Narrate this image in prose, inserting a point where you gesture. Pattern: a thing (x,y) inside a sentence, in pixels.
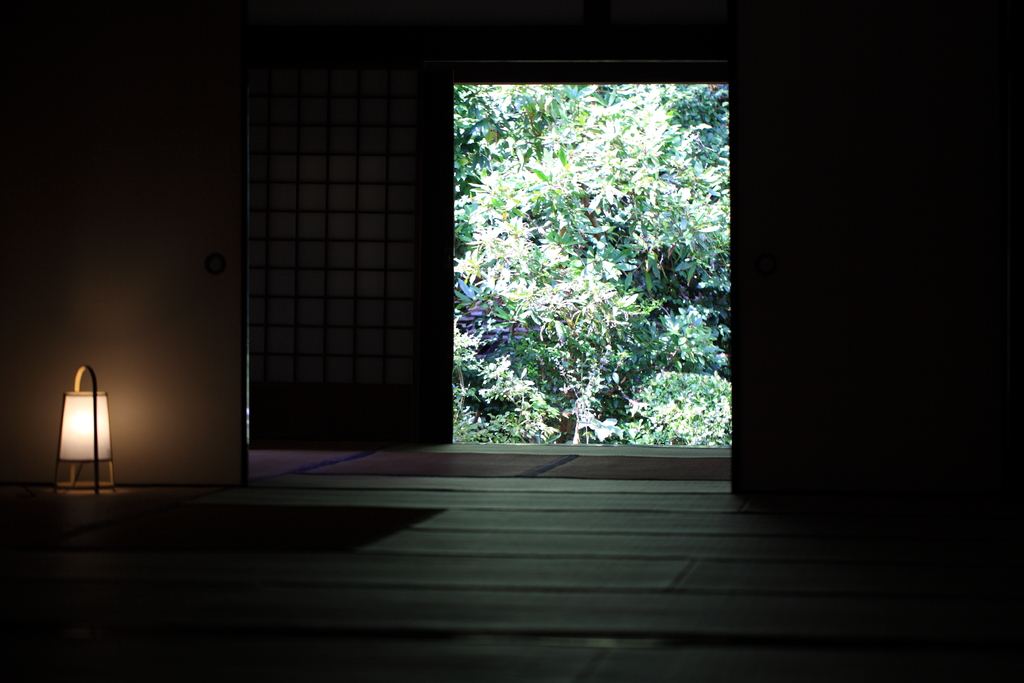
Here in this picture, on the left side (89,425) we can see a lamp (90,438) present and in the middle (349,392) we can see door (361,400) present, which is opened and through that we can see plants (606,302) and trees (592,250) present outside.
